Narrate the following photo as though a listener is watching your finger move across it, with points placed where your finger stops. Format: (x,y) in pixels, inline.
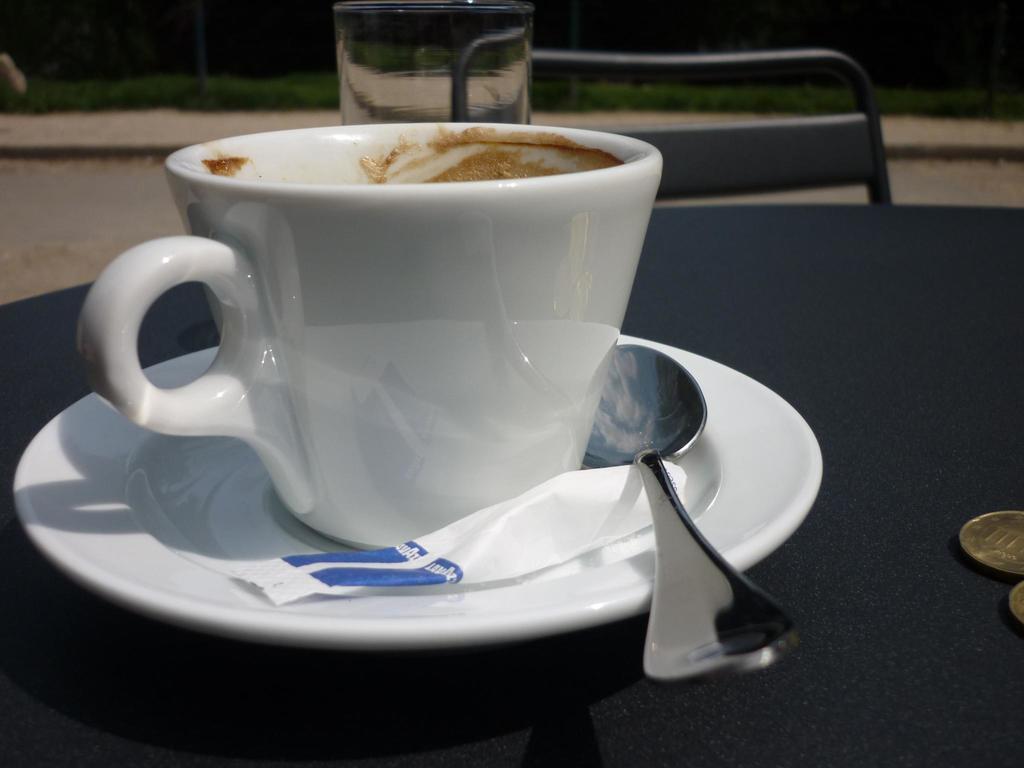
In this picture there is a cup (433,334), a saucer (302,615), a bag (255,578) and a spoon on the table (840,432). There is a chair (681,154). At the background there are some plants (699,102).
